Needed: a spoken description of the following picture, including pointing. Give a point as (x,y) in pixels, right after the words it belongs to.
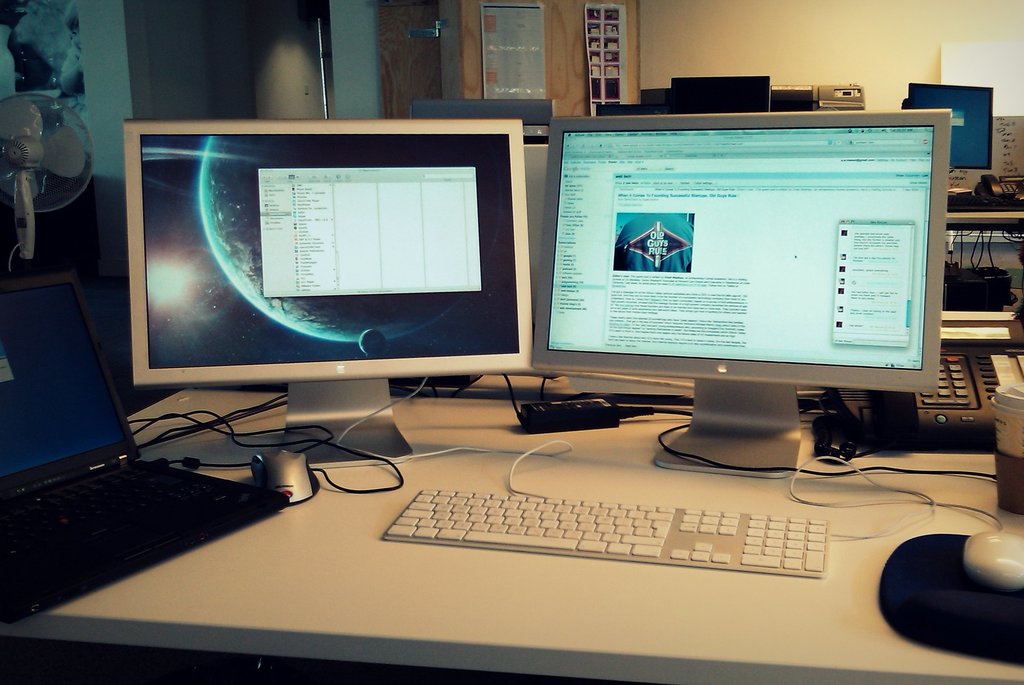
In the picture I can see tables (445,473) which has monitors (347,419), keyboards (618,526), mouses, wires (512,490) and some other objects (871,425) on them. I can also see something displaying in monitors (629,257) which are in the front (727,132). In the background (784,110) I can see a wall (639,75) and some other objects (526,65).
